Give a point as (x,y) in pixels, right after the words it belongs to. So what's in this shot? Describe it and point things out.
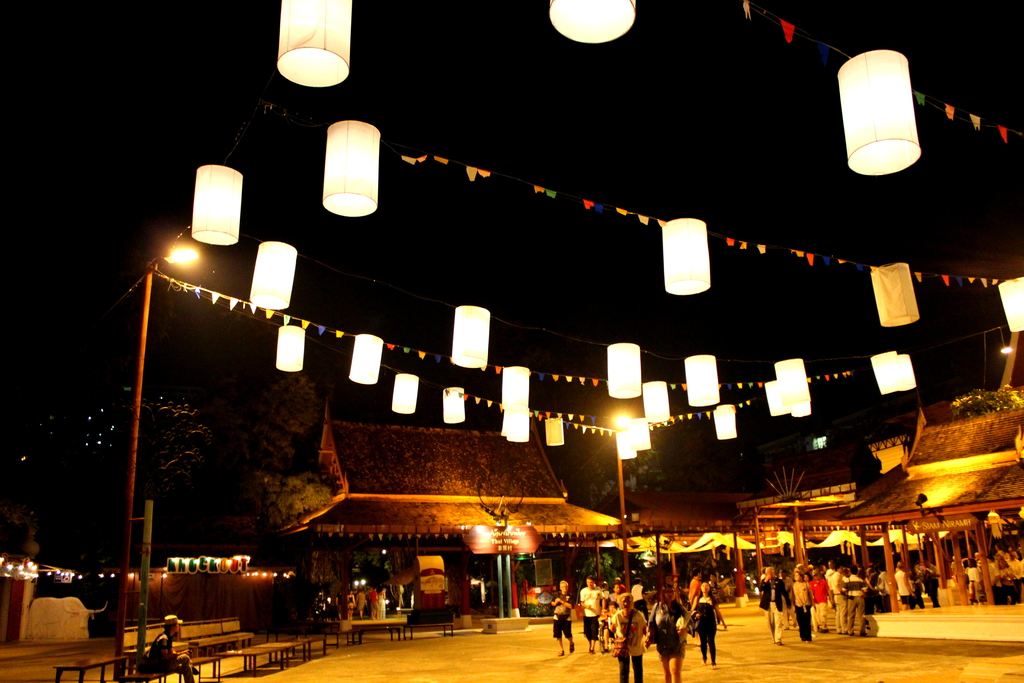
In this picture we can see few people (683,613) are walking on the ground (784,646), around we can see some sheds (974,486), benches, trees (654,442) and also we can see some lights (647,399) to the ropes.
